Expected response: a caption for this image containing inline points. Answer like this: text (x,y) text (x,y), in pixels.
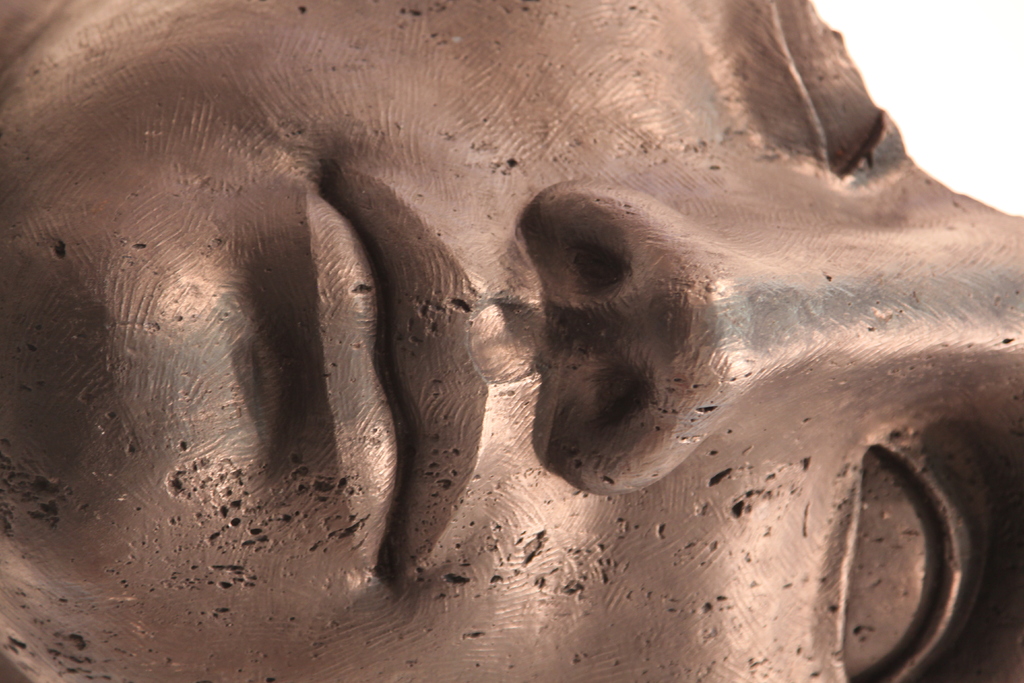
Here I can see a statue (388,415) of a person's head (292,173).
